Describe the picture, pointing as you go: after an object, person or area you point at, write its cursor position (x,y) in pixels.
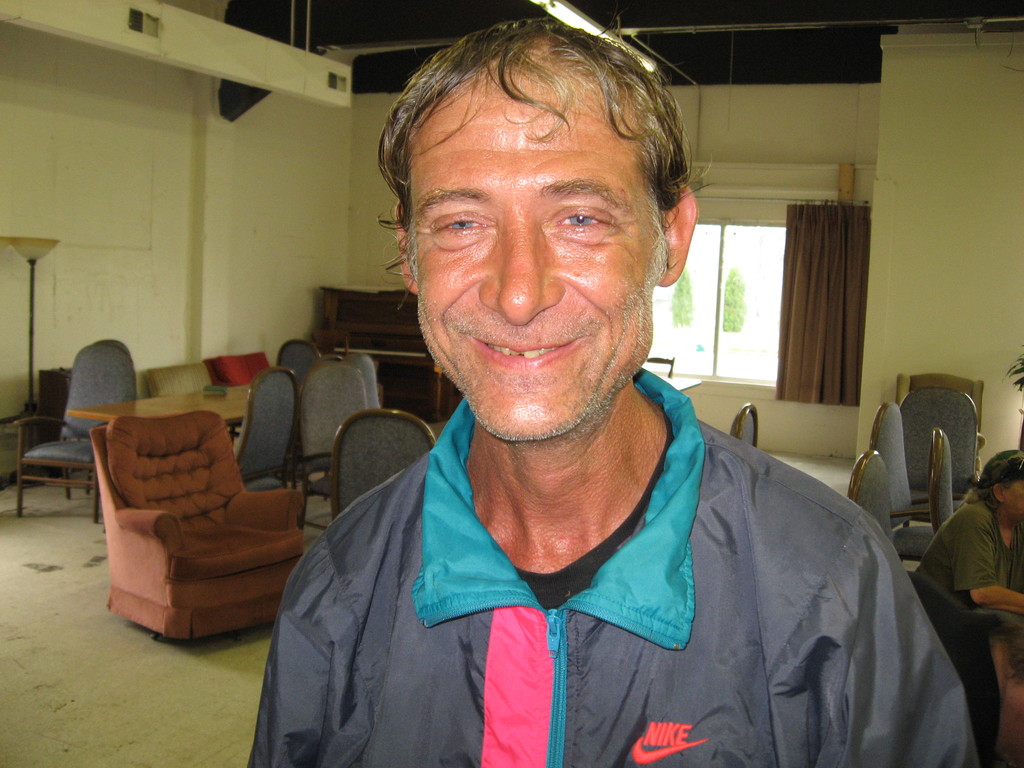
This image has a person (511,494) smiling. Back to him there are few chairs (951,475). At right (1019,725) there is a person (987,728). Background (681,303) there is a curtain (805,313), few trees (724,316). To the left (36,254) there is a lamp stand (21,248).
